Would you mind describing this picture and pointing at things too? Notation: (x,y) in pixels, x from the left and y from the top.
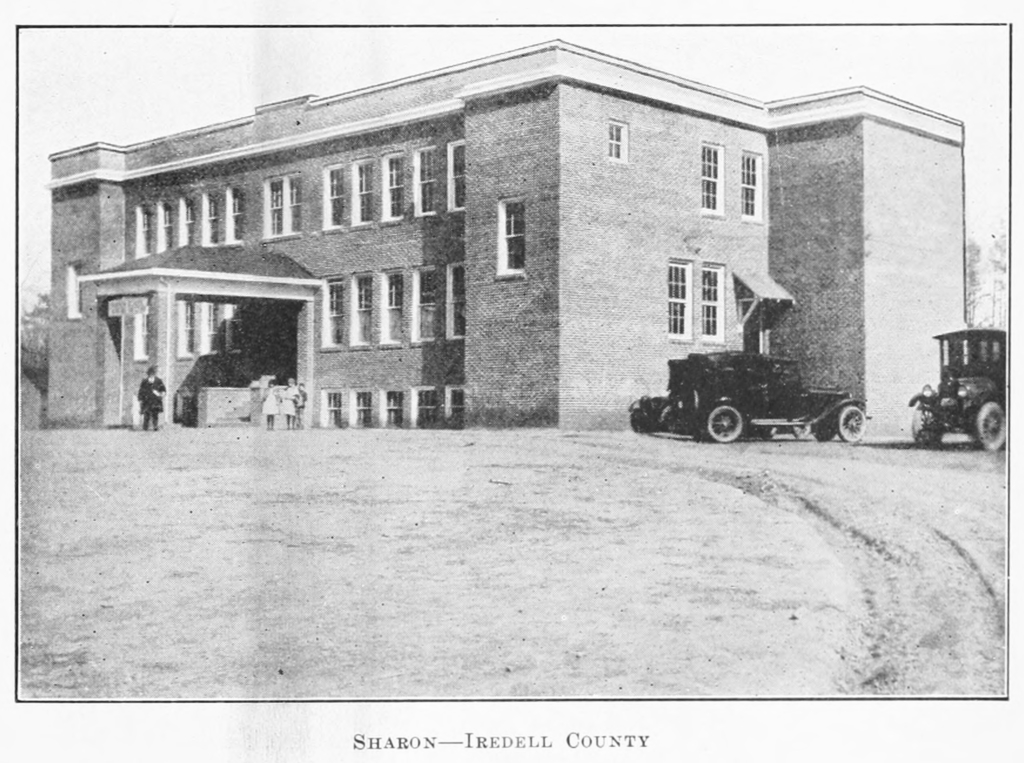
This is a black and white picture. In the foreground of the picture (517,515) there is soil (375,564). In the center of the picture (535,352) there are cars (732,394), people (155,400), building (642,265) and trees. At the bottom (448,739) there is text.
